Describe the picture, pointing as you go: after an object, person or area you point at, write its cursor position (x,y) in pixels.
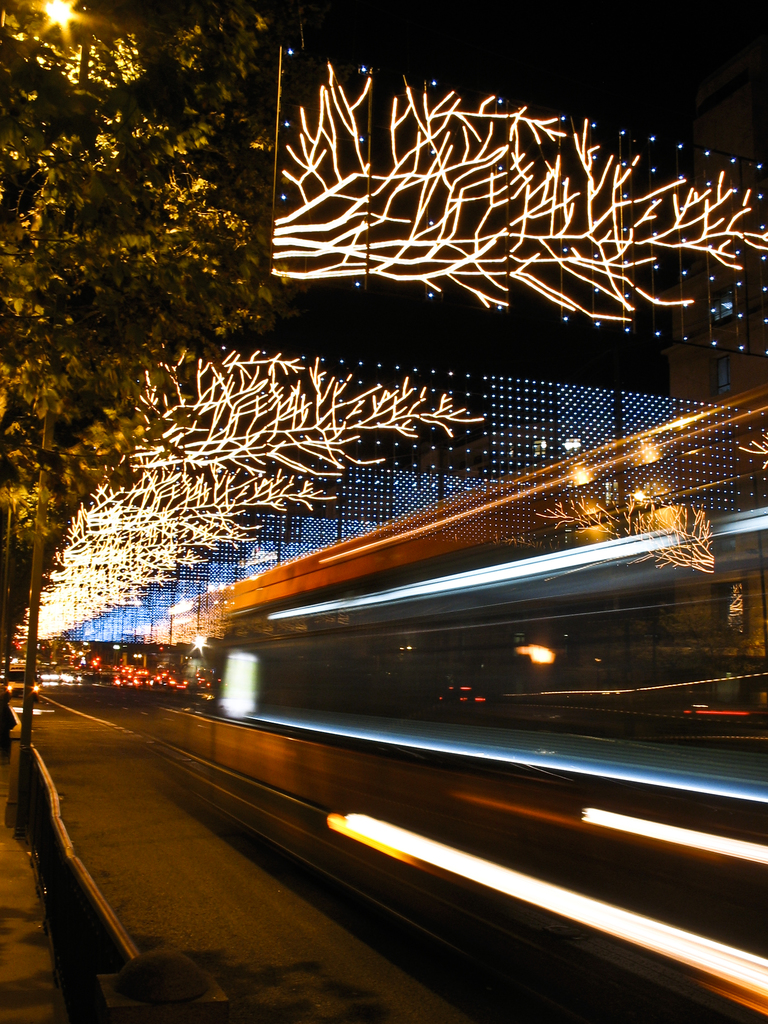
In this image I can see a road (167,723), lights (246,571) as decoration (41,599), a tree (155,324), a pole (36,581) and I can see this image is little bit in dark from background (630,15).
